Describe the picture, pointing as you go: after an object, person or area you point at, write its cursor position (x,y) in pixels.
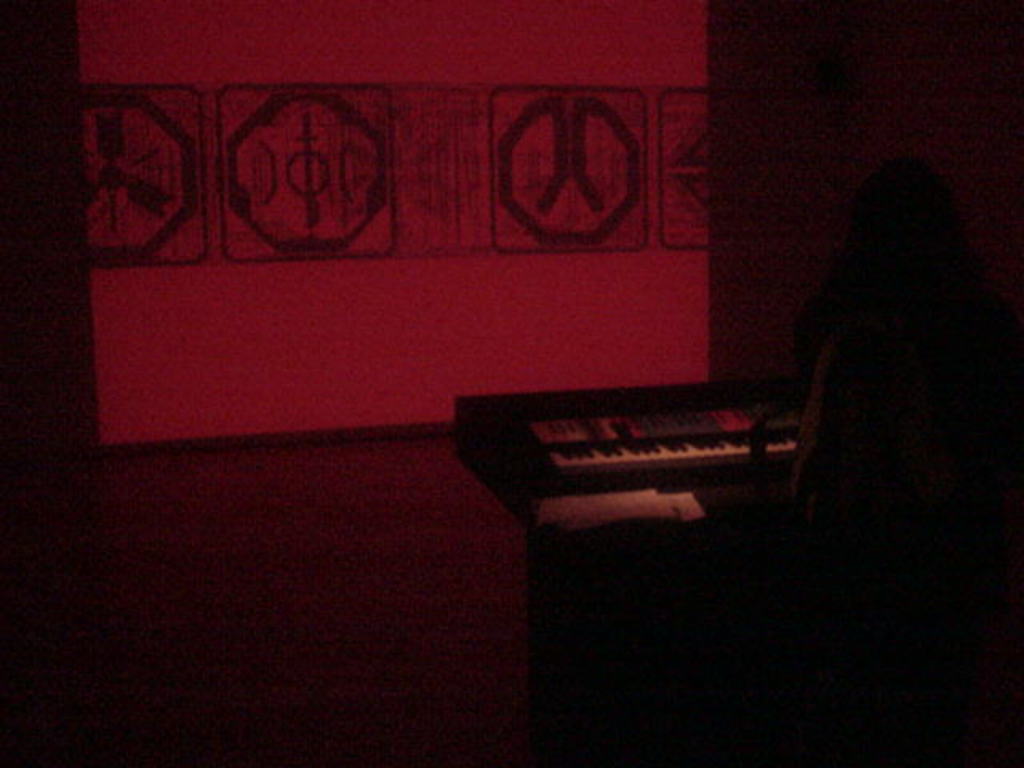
This picture is completely blurry and dark. Here we can see a person (853,375) playing a musical instrument (639,475), piano (720,458). On the background (552,325) we can see a screen (368,264).
